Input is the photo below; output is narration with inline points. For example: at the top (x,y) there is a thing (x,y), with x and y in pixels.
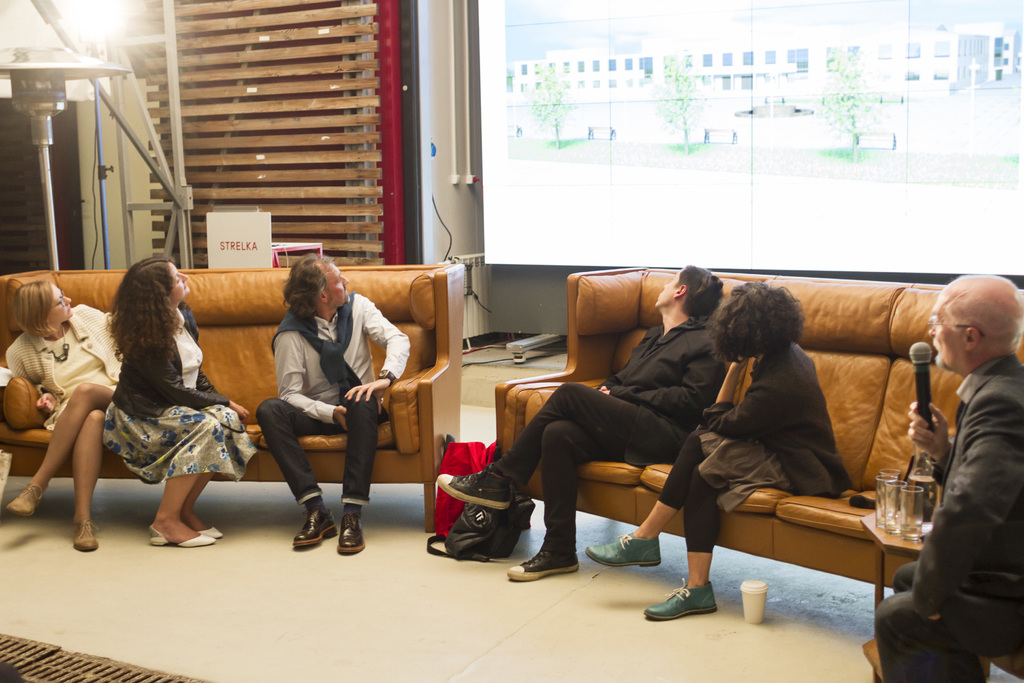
In this picture we can see there are groups of people (293,471) sitting on the sofas (442,337). On the right side of the image (963,441), there is a man (910,425) holding a microphone (924,415). On the floor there is a cup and some objects (443,498). Behind the man (917,564), there are glasses (921,507) on the table (907,551). Behind the sofas (417,298), there is a projector screen (613,161), light (86,18), stands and some objects (246,239).
